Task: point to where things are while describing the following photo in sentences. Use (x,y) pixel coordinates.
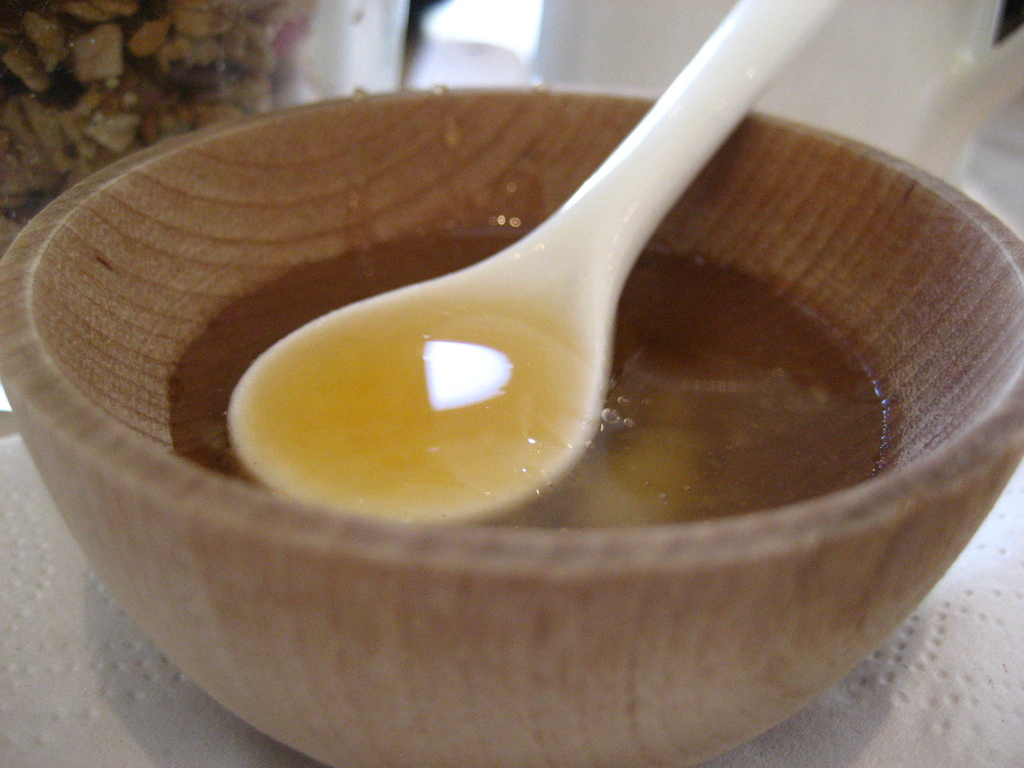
In this image I can see a wooden bowl (776,529) which contains some liquid food (661,445) inside it. This is a white spoon (640,175) which is kept inside a bowl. This wooden bowl (595,630) is placed on a table (918,687). At background (915,127) I can see a white Object (934,67) placed on the table (963,687). At the left corner of the image (112,78) I can see other object (124,64) which is not clear enough.
